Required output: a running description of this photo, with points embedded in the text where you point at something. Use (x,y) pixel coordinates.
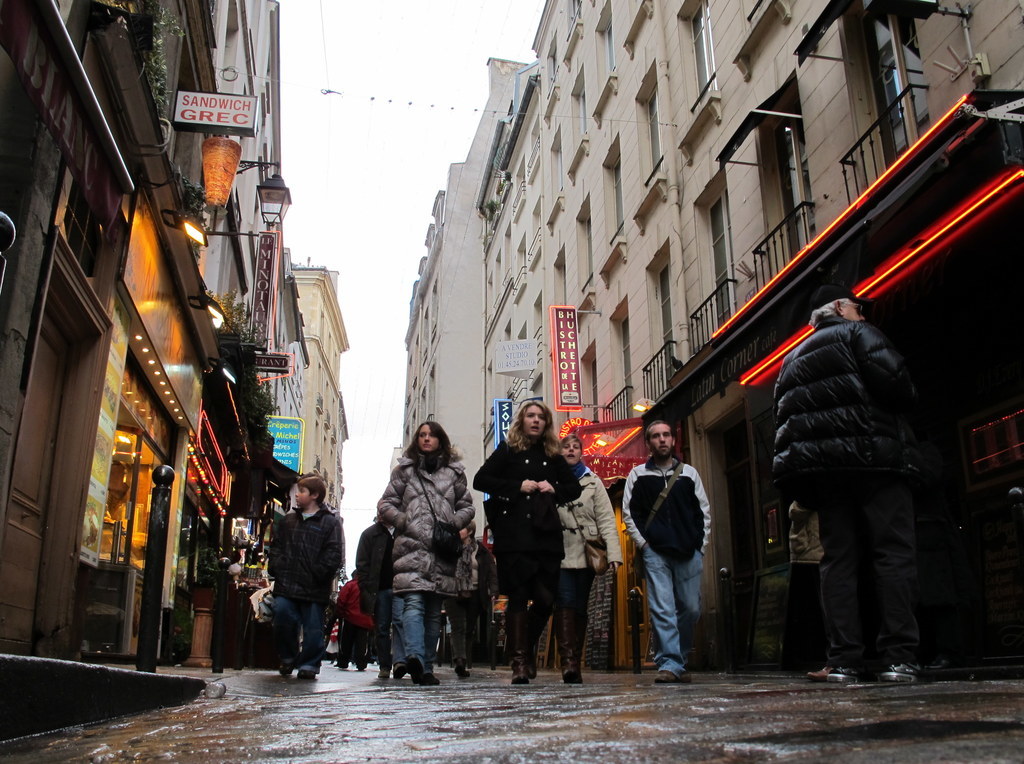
In this image I can see number of people (532,657) are standing. I can see most of them are wearing jackets (334,560). In the background (332,503) I can see number of buildings (296,345), number of boards (187,101), a light (270,230) and on these boards (190,117) I can see something is written. I can also see few more lights (190,237) over here.
